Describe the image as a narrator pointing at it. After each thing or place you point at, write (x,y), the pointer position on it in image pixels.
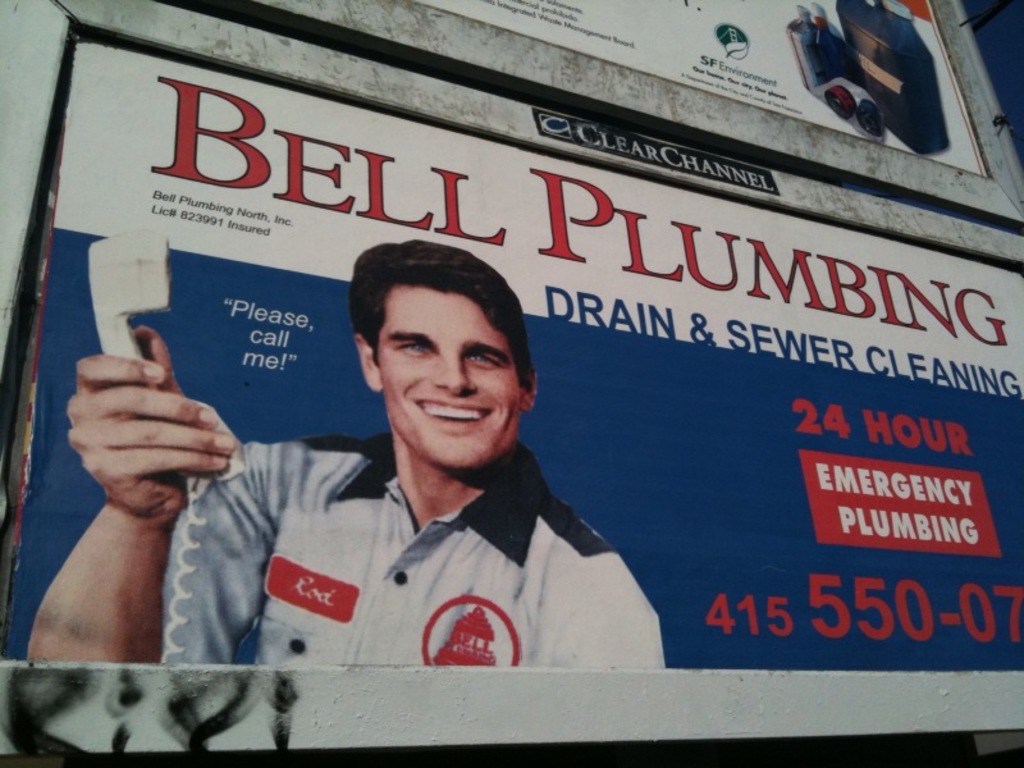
In this picture we can see hoardings (749,253), in the hoarding (363,421) we can find a man (348,511), he is holding a telephone (93,291).
